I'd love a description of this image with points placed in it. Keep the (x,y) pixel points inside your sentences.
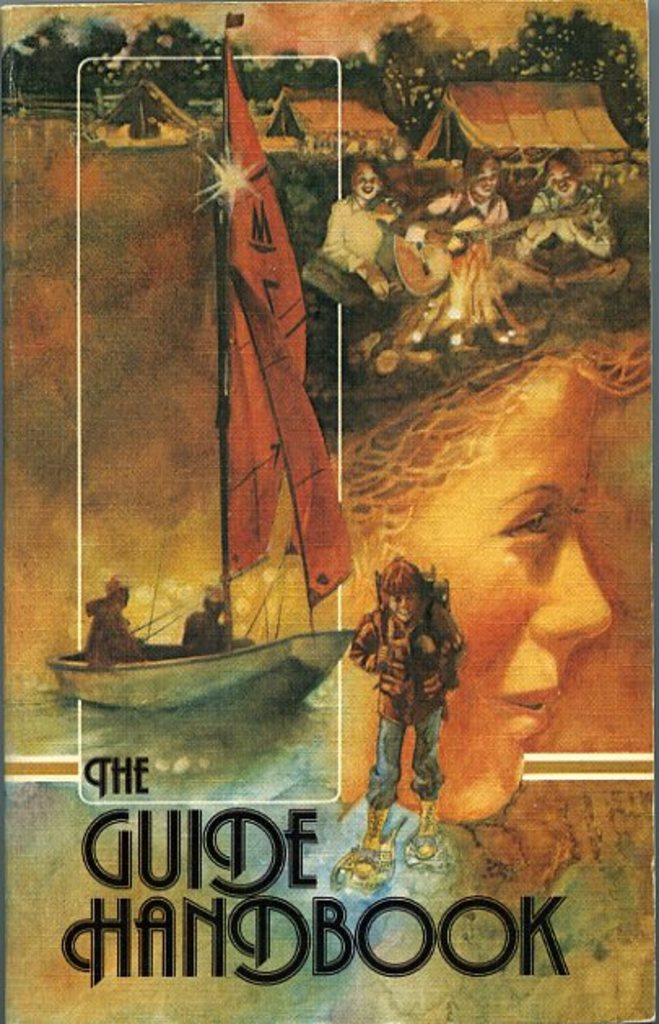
In this image, I can see a poster (186,889) with people (345,236), tents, trees (198,90) and a boat (150,655). At the bottom of the image (238,830), I can see the words (127,843) on the poster (289,947).
